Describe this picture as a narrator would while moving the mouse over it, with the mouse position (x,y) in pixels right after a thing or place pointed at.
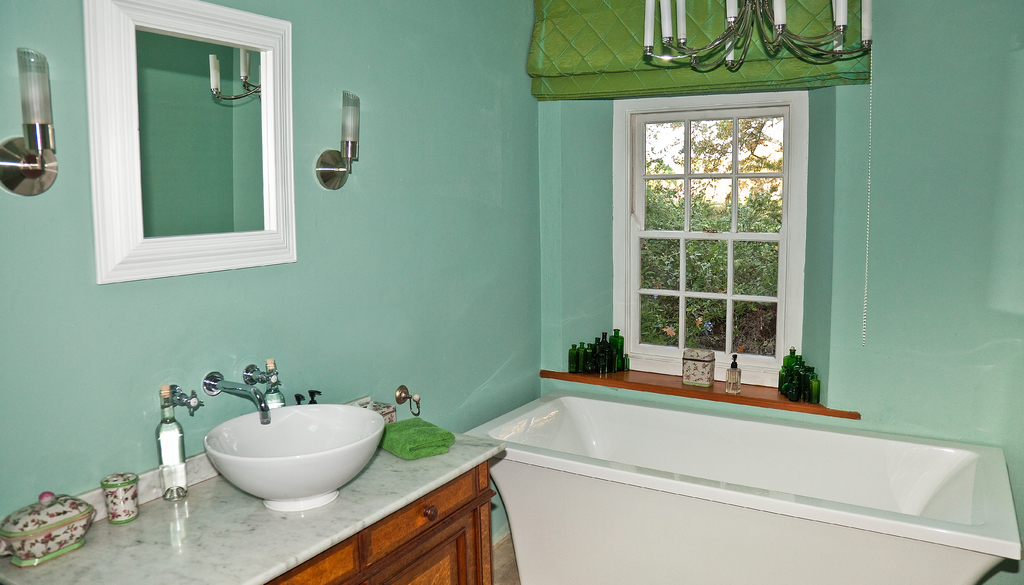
This is an inside view of a room (489,434). At the bottom (354,534) there is a table (202,552) on which a bottle (171,483), box (62,520), glass (133,486), cloth (433,452) and a sink (297,443) are placed and also there is a tap (229,383). Beside the table (402,525) there is a bathtub (682,446). On the right side (713,201) there is a window (655,211) through which we can see the outside view. In the outside there are many trees (696,219). At the top of the window (726,223) there is a green color cloth (589,77) and few lights (680,26). It seems to be a chandelier (742,29). On the left side (206,121) there is a mirror (201,157) attached to the wall (386,302). On both sides of the mirror (192,191) there are two lights (34,132). Here I can see few bottles (606,350) beside the window (663,333).
